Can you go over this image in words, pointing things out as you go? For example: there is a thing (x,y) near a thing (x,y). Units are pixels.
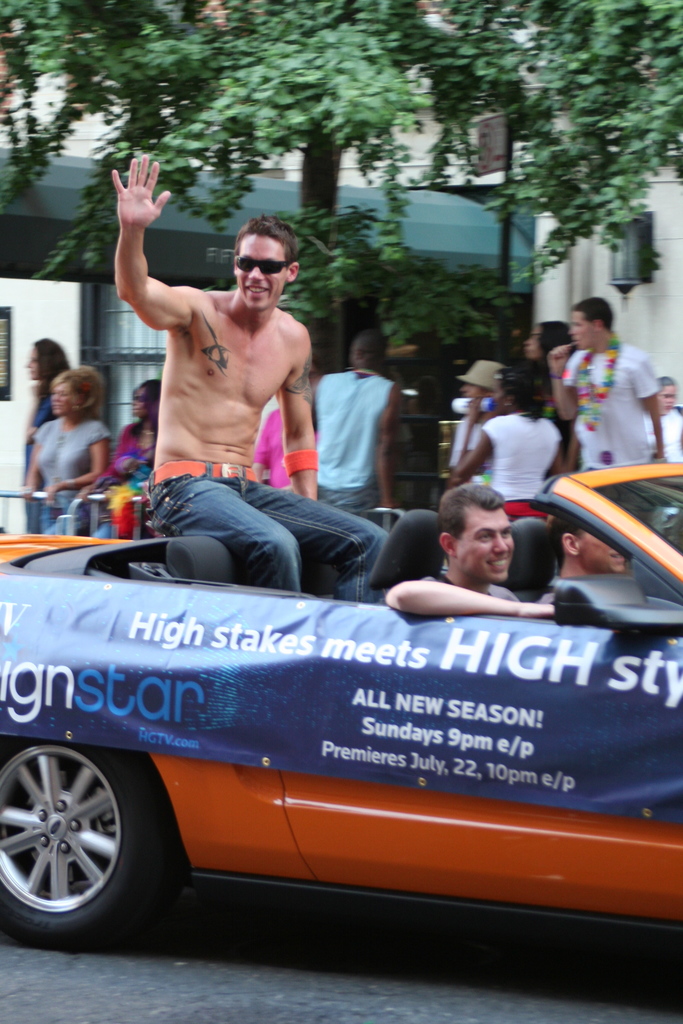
In this image there is a man (166,437) who is sitting in the car (146,596) and two persons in the car (157,767) who are driving in the road (482,1016) and at the back ground (111,509) there are some group of people (46,514) who are standing and at the right side (474,459) there are some people (361,348) who are standing and there is a sign board (503,167) with the pole (505,233), tree (533,188) and a building (541,232).
